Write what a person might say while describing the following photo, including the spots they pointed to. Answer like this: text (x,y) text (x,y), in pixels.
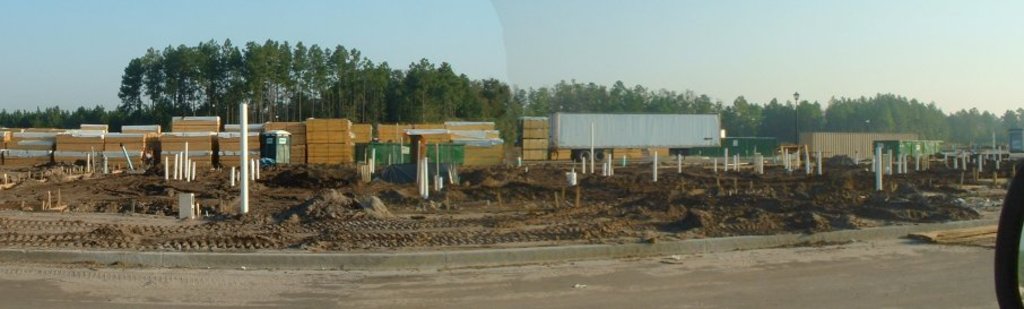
At the center of the image (403,150) there are some objects (399,174) and some rods (425,159) placed on the surface (484,192) of the sand (657,196). In the background (223,106) there are trees (655,104) and sky (642,57).
